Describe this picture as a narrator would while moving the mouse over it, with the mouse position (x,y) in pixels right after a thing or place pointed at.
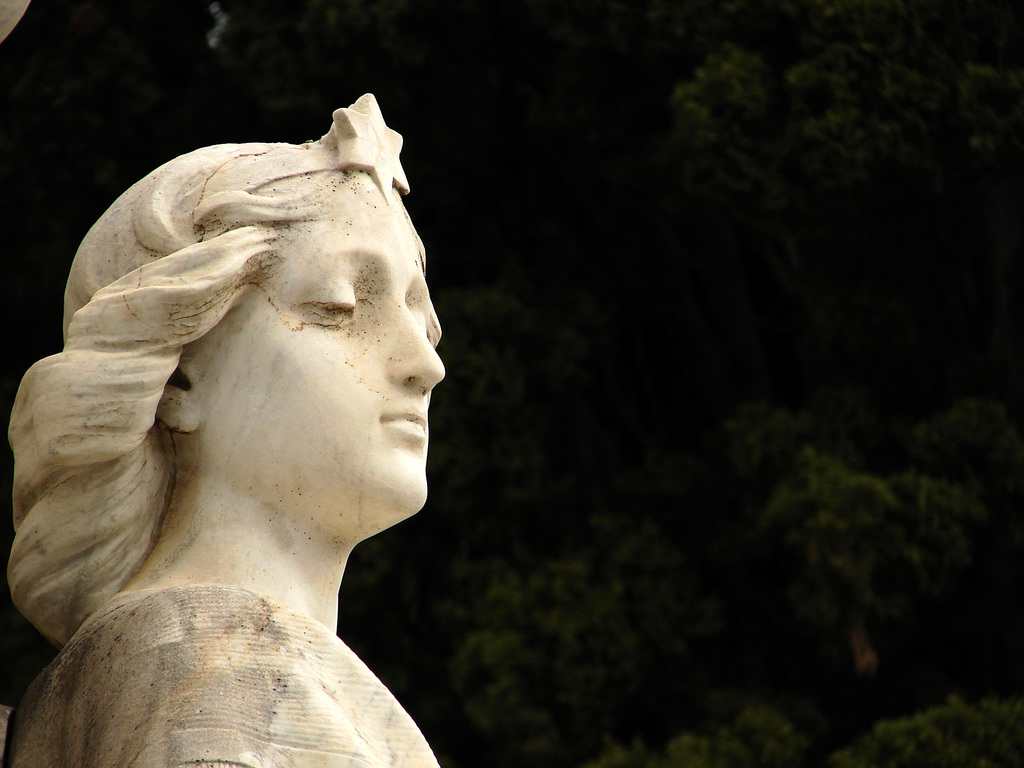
In this picture we can see a statue (246,571) in white color. We can see few trees (544,307) in the background (982,248).
